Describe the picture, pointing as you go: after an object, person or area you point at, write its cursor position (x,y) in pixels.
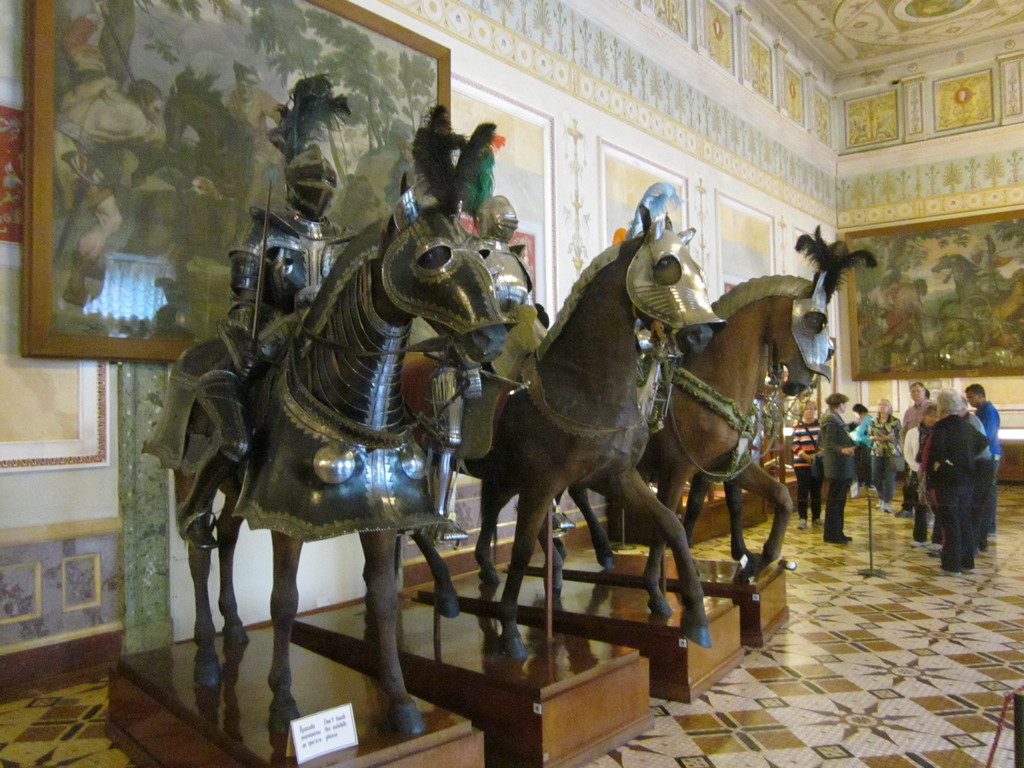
In the center of the image (582,323) we can see statues of horses (503,342). In the background (99,111) we can see persons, painting (66,168), photo frames (32,195) and wall (587,138).
